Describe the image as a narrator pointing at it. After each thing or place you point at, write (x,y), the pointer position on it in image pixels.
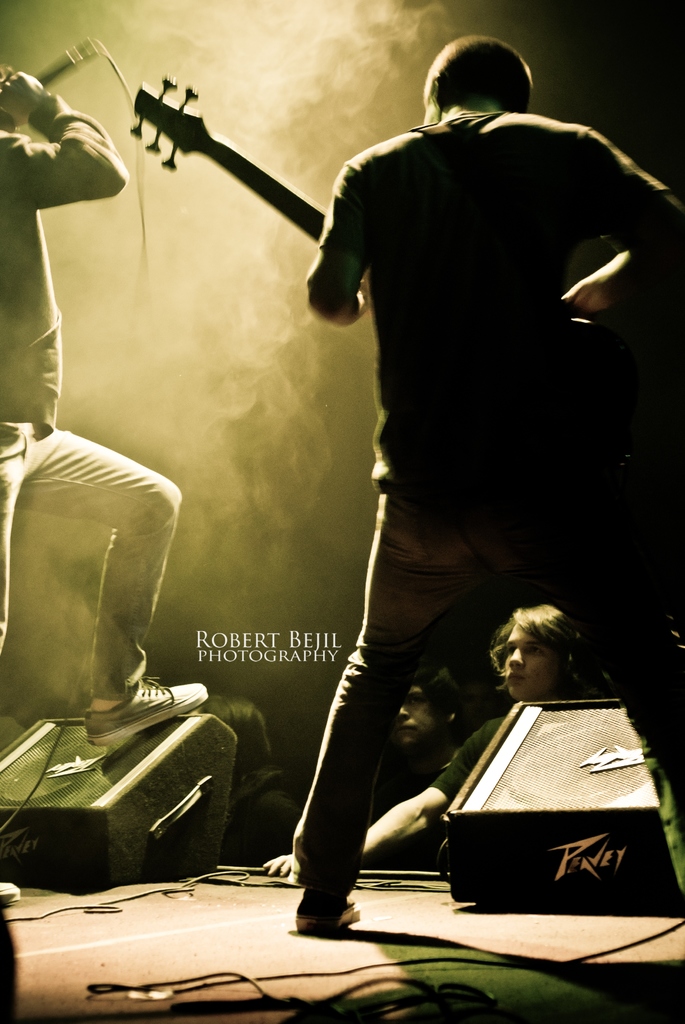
In this image I can see a man (431,349) standing and playing the guitar (606,378). On the left side of the image (27,347) there is another person (57,447) standing and holding a mike (47,79) in his hand (22,97). It seems like a stage (298,965). There are some people (451,677) in front of the stage (504,925).
